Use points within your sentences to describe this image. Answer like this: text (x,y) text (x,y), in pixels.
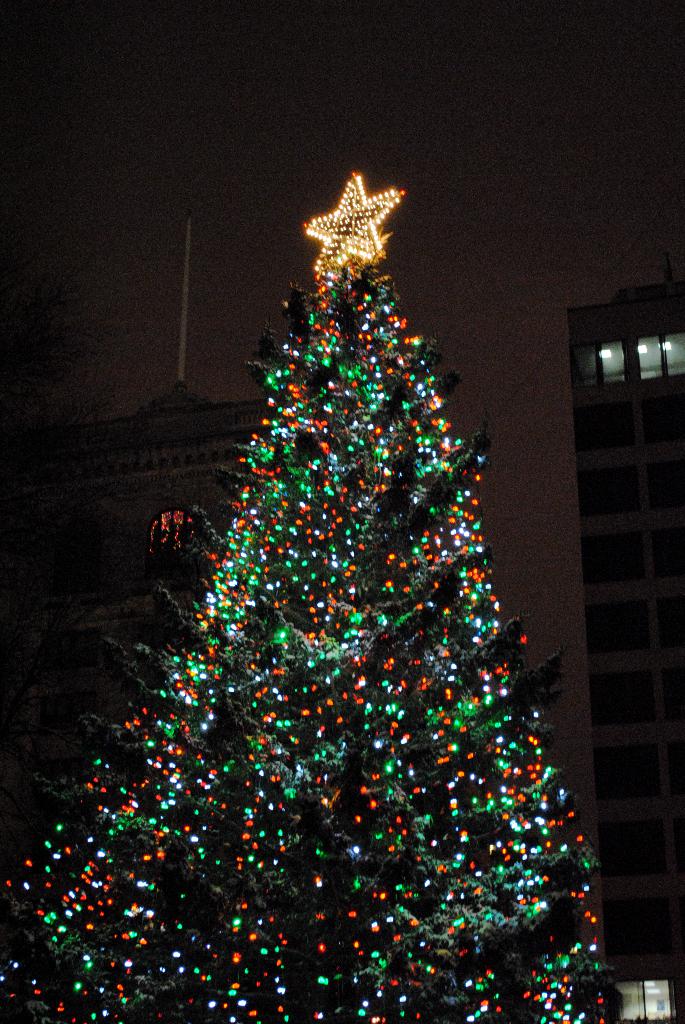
In the image we can see there is a christmas tree (329,617) which is decorated with lights (403,326) and there is a star light (354,248) kept on the christmas tree (375,332). Behind there are buildings (141,469) and the sky (272,264) is clear. Background of the image (632,187) is dark.
